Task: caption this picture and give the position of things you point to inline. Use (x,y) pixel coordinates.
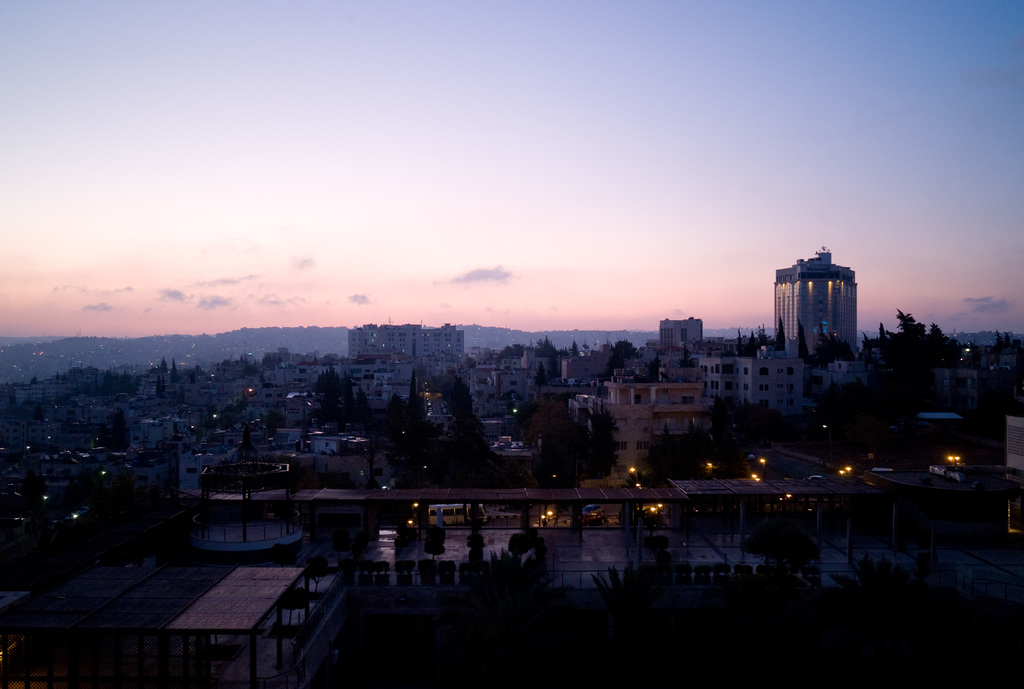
In this picture we can see trees (456,391), buildings (386,377) and lights (634,471). Behind the buildings (134,357) there is a sky (456,186).
